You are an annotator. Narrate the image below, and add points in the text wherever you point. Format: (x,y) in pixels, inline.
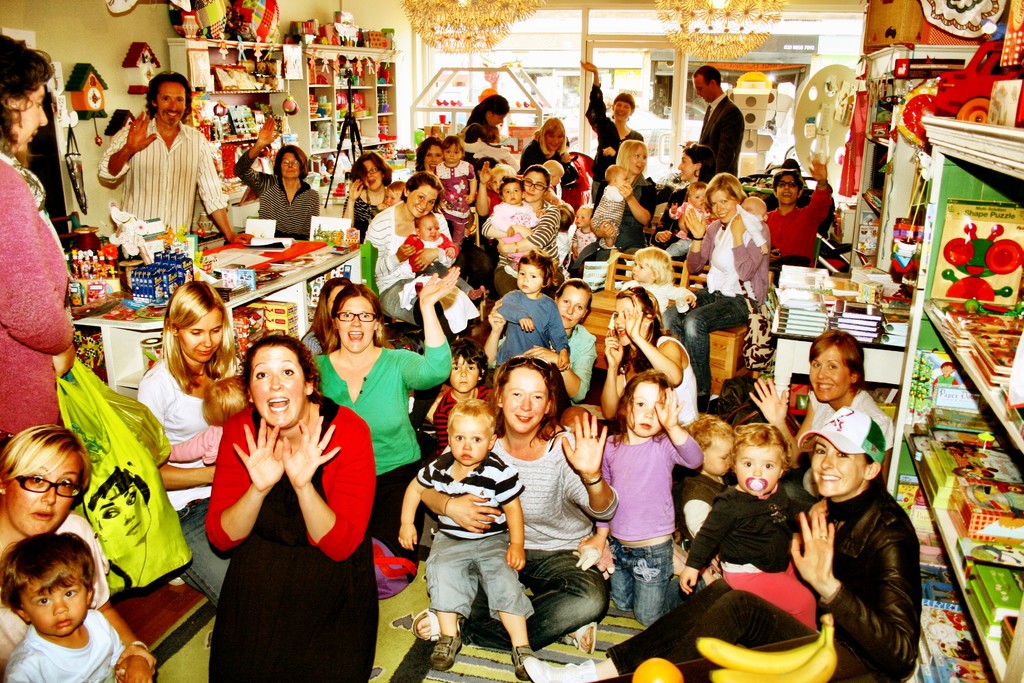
In this picture we can see some people (611,197) sitting here, on the left side (55,240) there are two persons (167,155) standing, we can see racks (313,120) in the background (332,94), there are some things (341,106) present on the racks (280,102), there is a clock (90,88) here, we can see chandeliers (685,50) here, there are some boxes (995,389) on the right side (978,365), there is a bag (162,522) here.
